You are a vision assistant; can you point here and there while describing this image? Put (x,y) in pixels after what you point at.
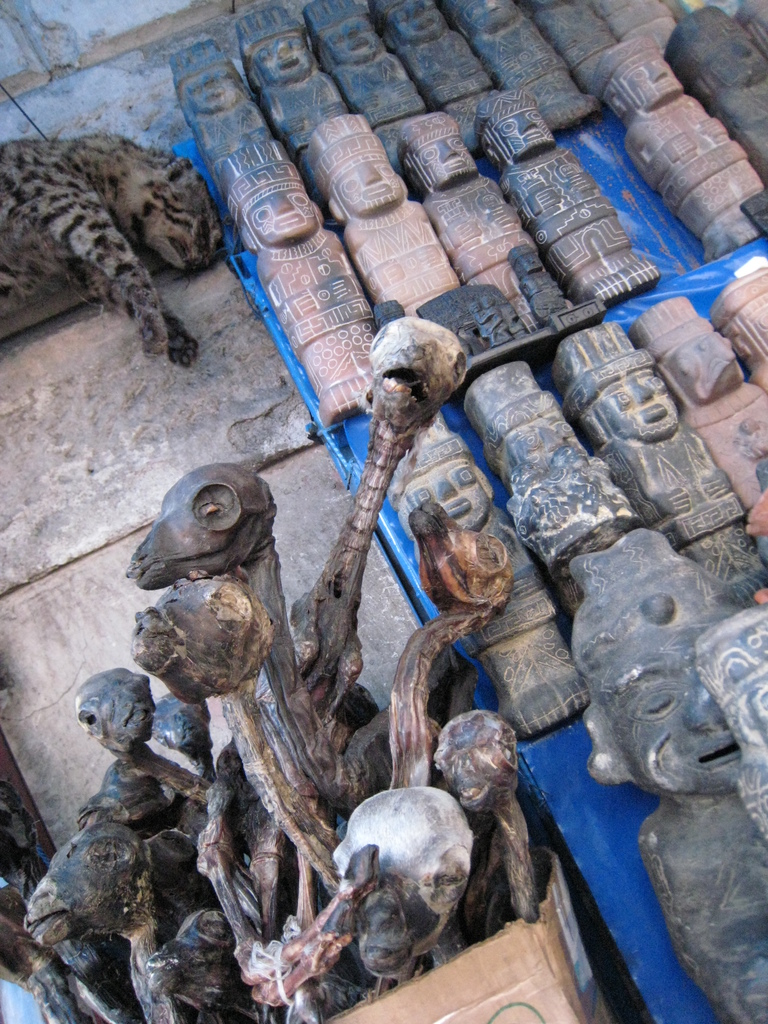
In this image we can see carvings (550,151) and animal (370,925).
